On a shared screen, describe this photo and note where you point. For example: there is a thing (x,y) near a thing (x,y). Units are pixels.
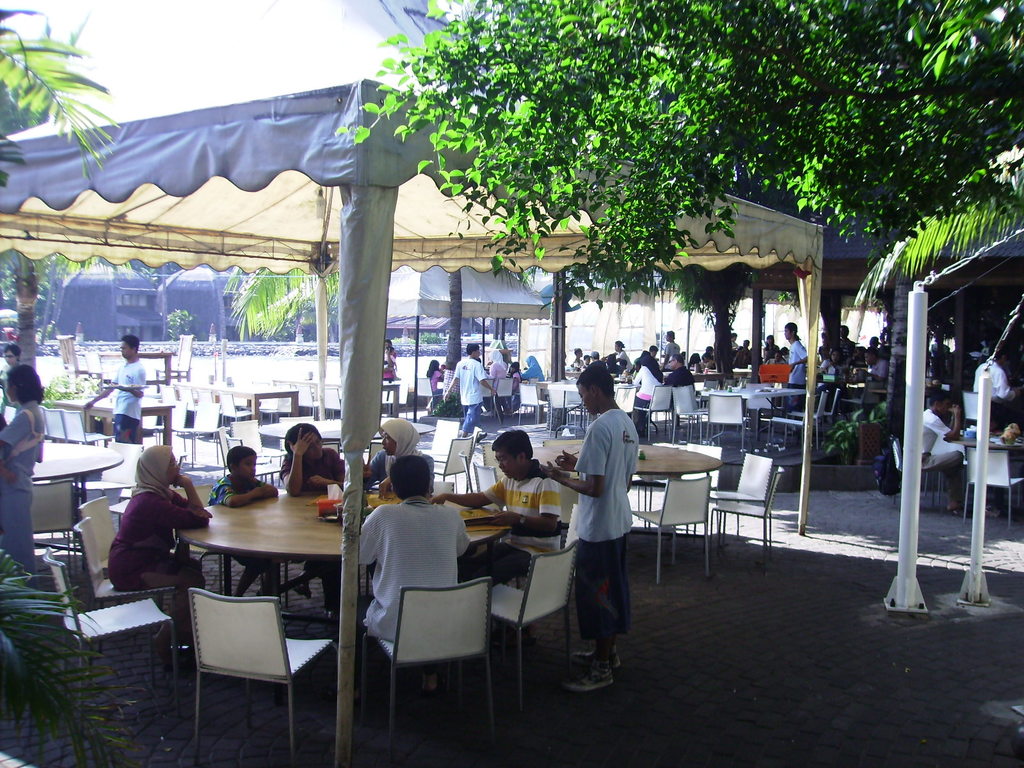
In this picture we can see a group of people (612,451) sitting on chair (416,617) and some are standing taking orders with them and in front of them there is table (324,535) and on table (335,537) we can see papers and this people (405,510) are under tents (386,218) and we can see trees (585,114), pole (349,537).
